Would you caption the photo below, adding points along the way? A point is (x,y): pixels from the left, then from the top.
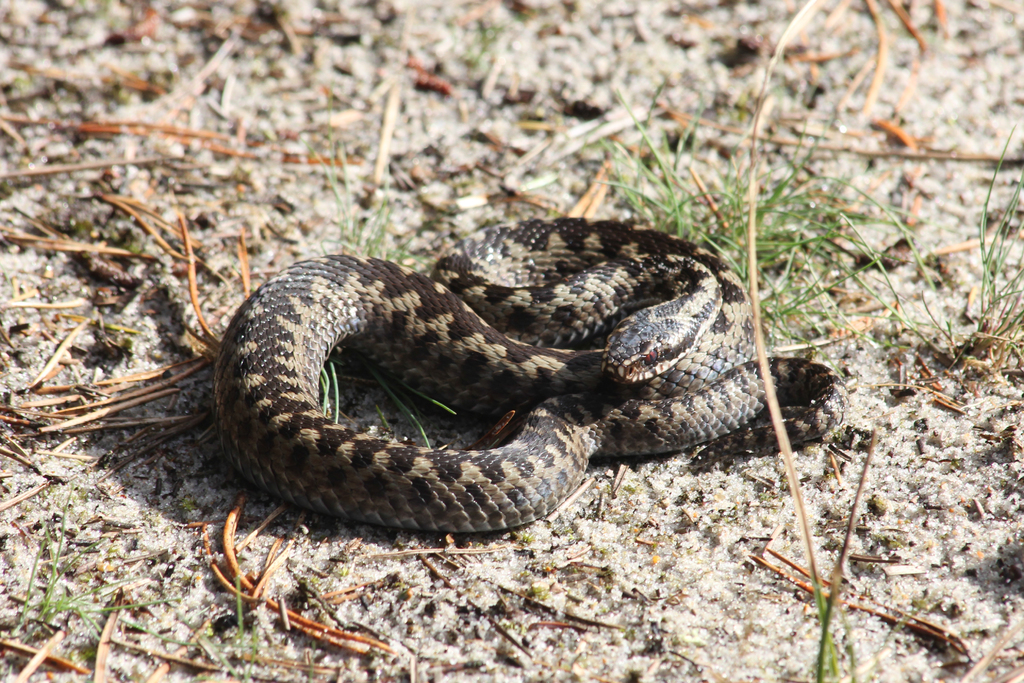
In this picture I can see the grass (434,399) and a snake (556,304) on the ground (275,524).
